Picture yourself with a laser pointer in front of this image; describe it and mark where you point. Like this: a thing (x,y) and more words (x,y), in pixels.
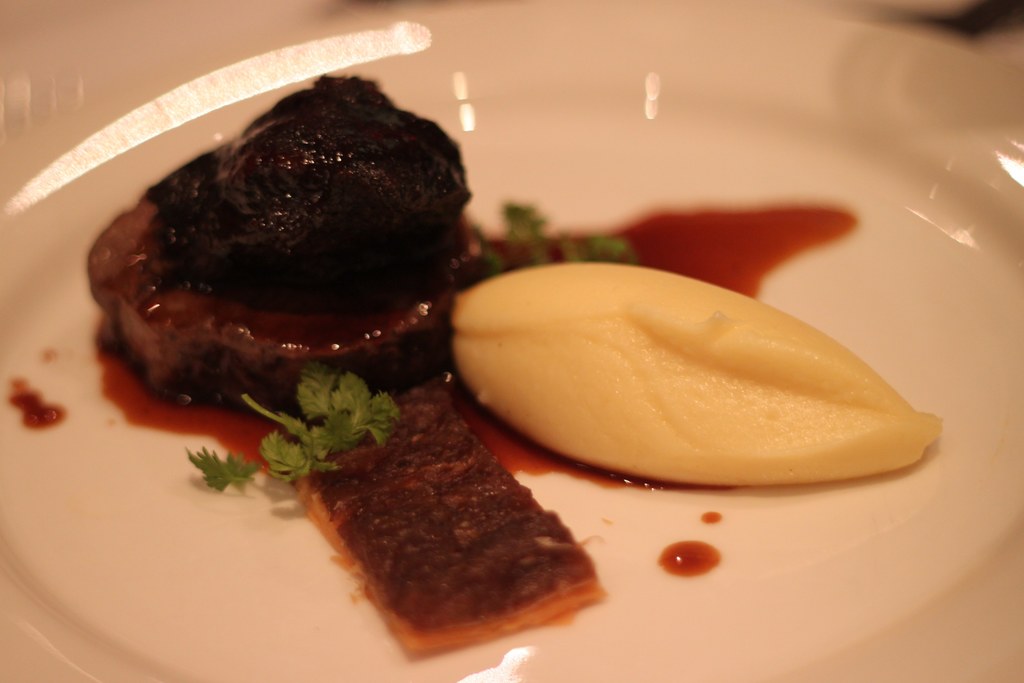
In this image I can see few food items (547,521) in the plate (745,616) and the food items (240,387) are in brown and cream color and the plate (197,577) is in white color.
